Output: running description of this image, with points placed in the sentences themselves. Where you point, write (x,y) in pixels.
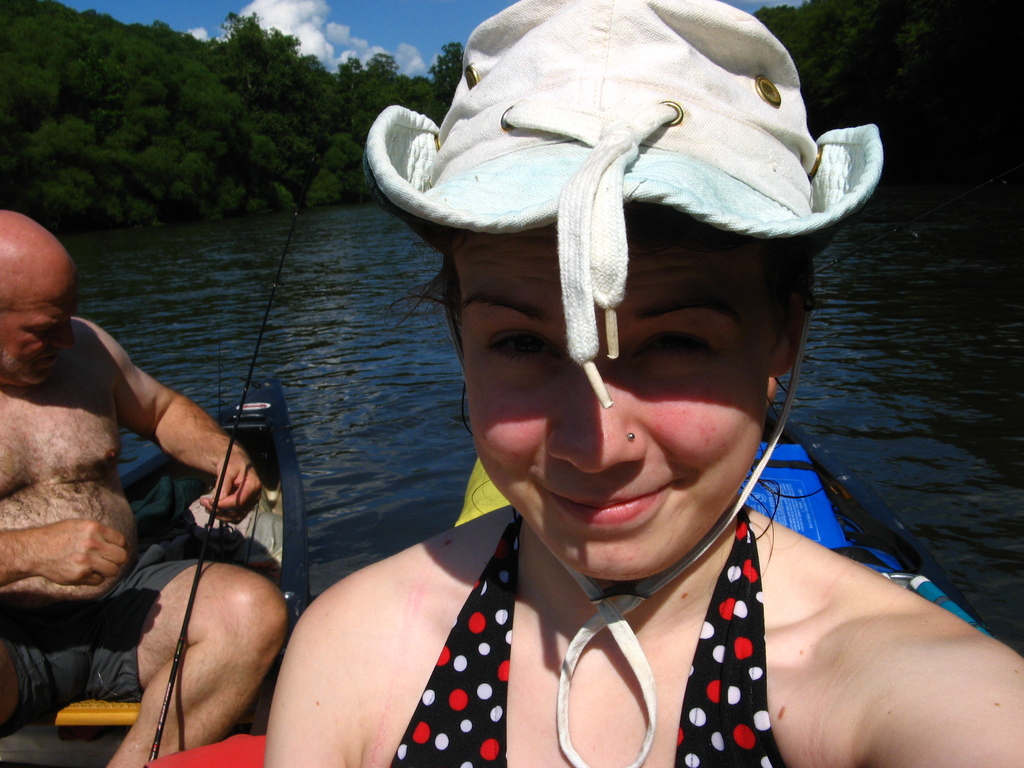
Here I can see a woman (598,510) smiling and giving pose for the picture. On the left side (80,469) there is a man (115,565) sitting on a boat (282,524). In the background (358,283) there is water (343,320) and many trees (275,116). At the top of the image (401,26) I can see the sky (377,19) and clouds (302,15).
